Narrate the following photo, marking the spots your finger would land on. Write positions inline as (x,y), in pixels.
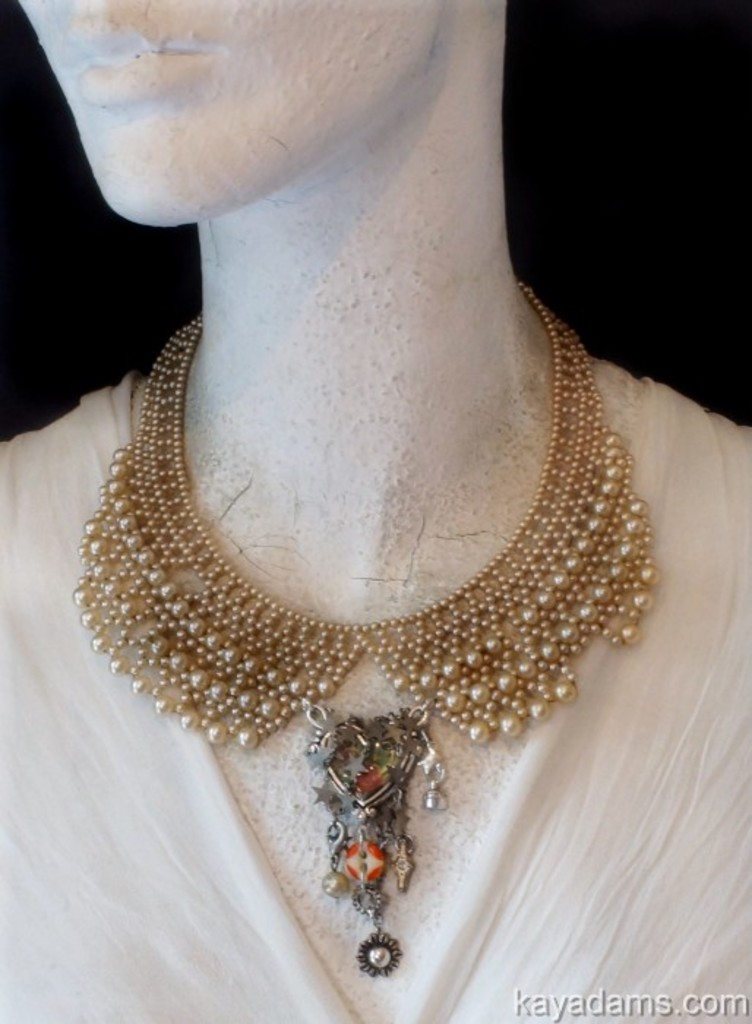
In this image I can see a mannequin (361,369) which is white in color and a necklace (483,582) which is gold in color to the mannequin (373,195). I can see the black colored background (726,235).
